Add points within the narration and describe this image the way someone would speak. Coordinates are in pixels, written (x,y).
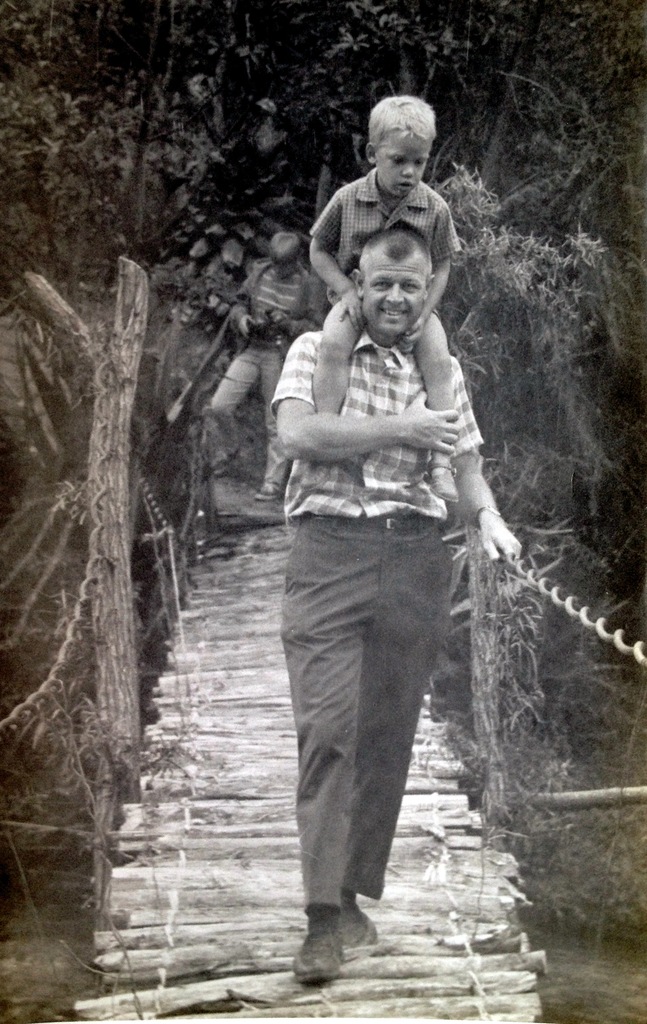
In this image I can see a person (360,273) holding a child (395,159). They are walking on the wooden logs (444,915). Back Side I can see a trees (83,129) and person (264,312) is holding something. The image is in black and white.
